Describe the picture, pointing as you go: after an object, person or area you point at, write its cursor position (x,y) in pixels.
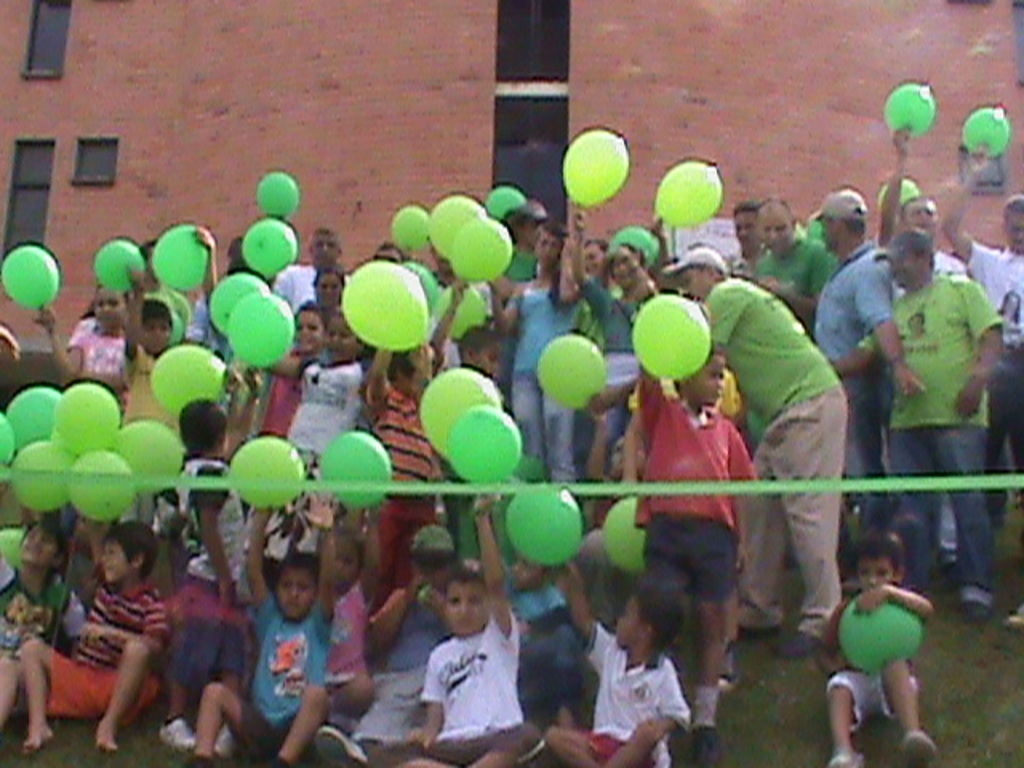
In the center of the image (348,421) we can see a group of people (402,507) are there. Some of them are holding balloons (541,520) in their hands (484,508). In the background of the image (477,118) we can see a building (388,100), windows (78,168), wall (408,80) are present. At the bottom of the image (794,698) ground (805,710) is there. In the middle of the image (518,493) ribbon (728,485) is present.
